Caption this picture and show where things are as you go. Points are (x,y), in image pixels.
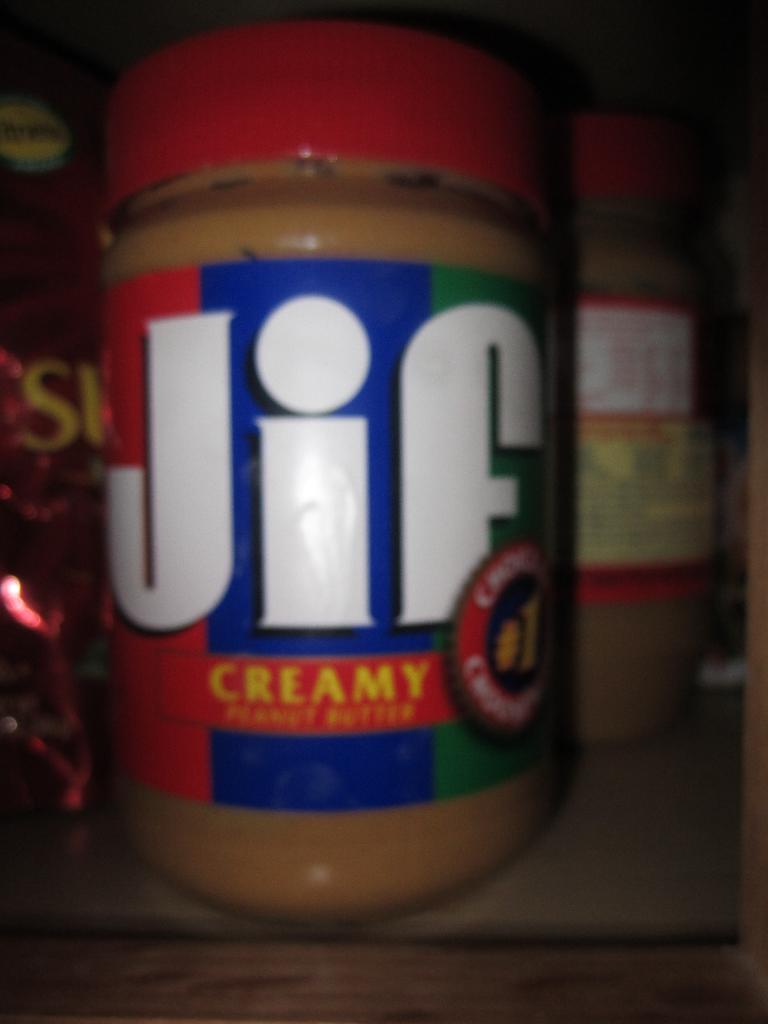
In the image there is a bottle (370,201) in which it is labelled as jif which is placed on shelf (554,1000).
